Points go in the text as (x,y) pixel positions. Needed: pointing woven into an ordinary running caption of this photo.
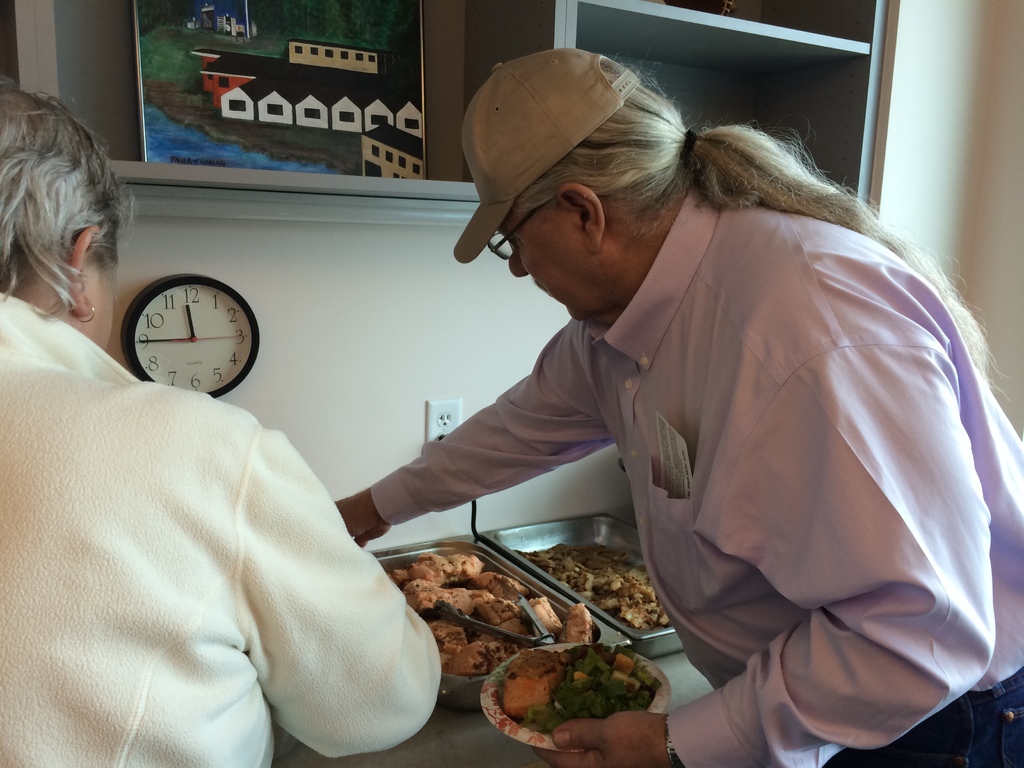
In this image, we can see a few people (571,724). Among them, we can see a person (711,669) holding some object (640,655). We can also see some food items (525,619) in containers (460,700). We can see the wall (401,311) and some shelves (688,43) with objects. We can see the clock (211,332).
